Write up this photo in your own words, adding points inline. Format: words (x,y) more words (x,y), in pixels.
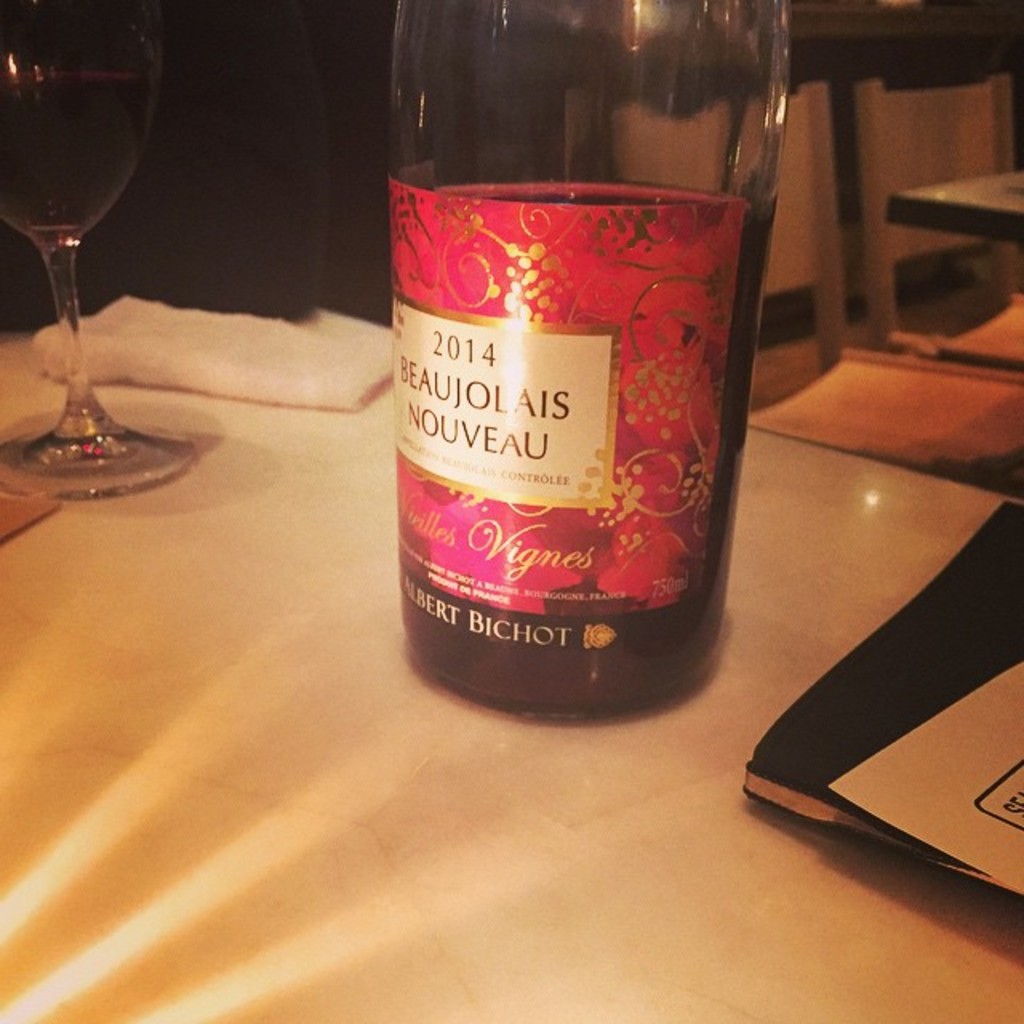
In this image we can see a bottle (512,263) with a label (564,301), glass (81,145) on the table (129,524).
